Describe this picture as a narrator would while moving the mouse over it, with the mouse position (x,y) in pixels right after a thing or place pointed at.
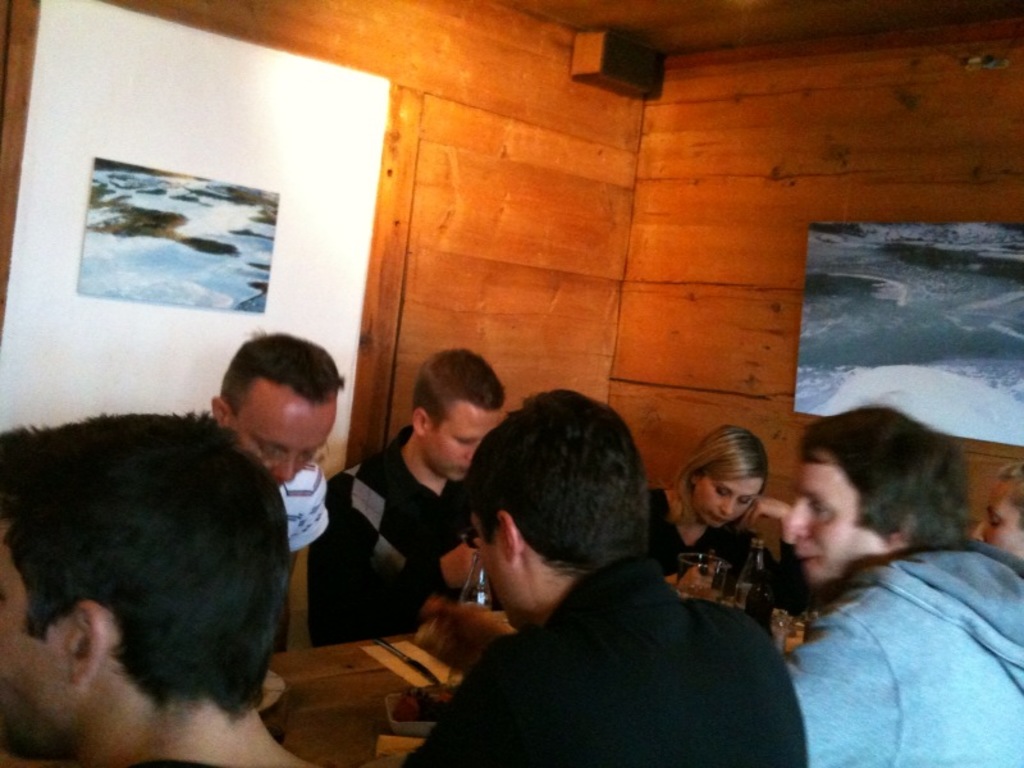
In this image, there are group of people (362,479) wearing clothes (462,482) and sitting in front of the table (333,684). This table (342,672) contains bottles (464,591).
